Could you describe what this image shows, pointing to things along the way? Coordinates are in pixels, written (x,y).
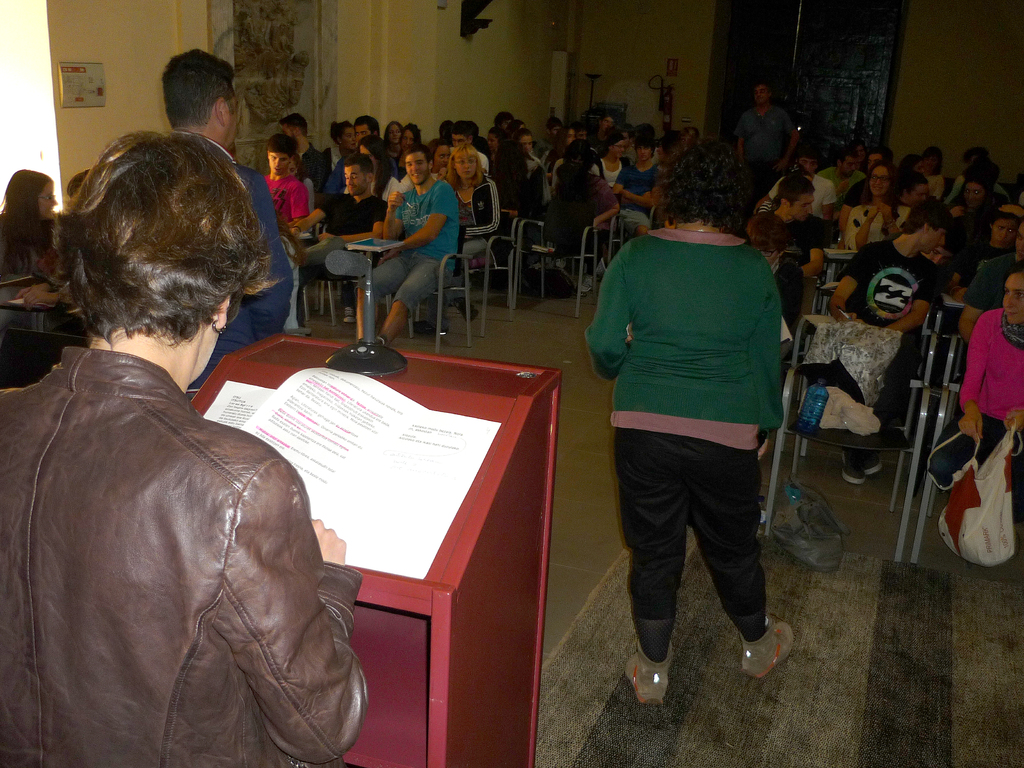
In this image we can see there is a person (189,548) standing in front of the table (396,388). On the table (430,355) there is a mic (329,258) and few papers (318,481). In front of the table (470,359) there are two persons (626,373) standing and few people (799,272) are sitting on the chairs (944,369). In the background (884,98) there is a wall (696,50) and a closed door (760,63).
